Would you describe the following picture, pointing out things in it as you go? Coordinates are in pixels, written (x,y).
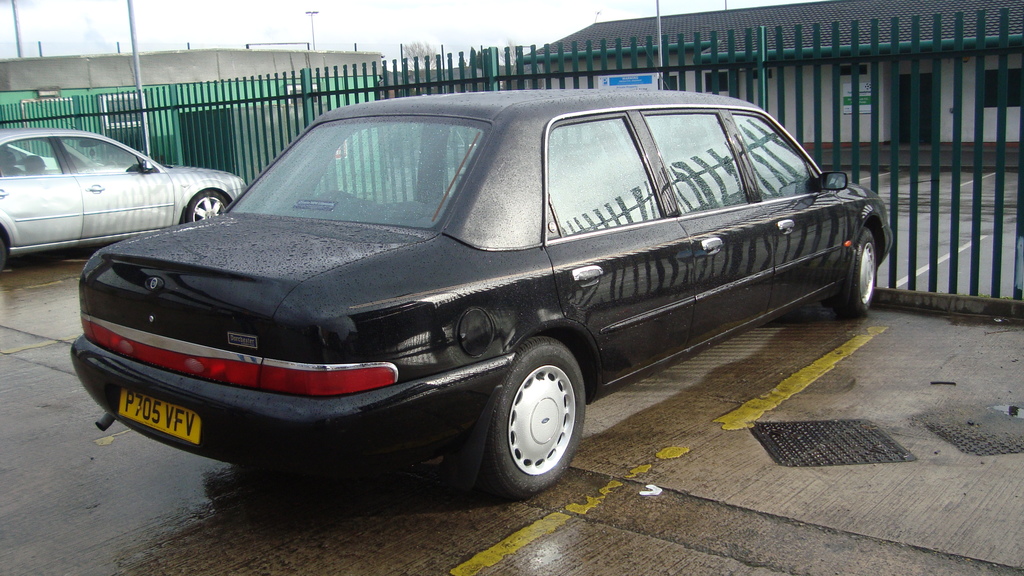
In this picture I can see couple of cars (382,240) parked and I can see houses (274,105) and few poles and I can see metal fence (996,286).
